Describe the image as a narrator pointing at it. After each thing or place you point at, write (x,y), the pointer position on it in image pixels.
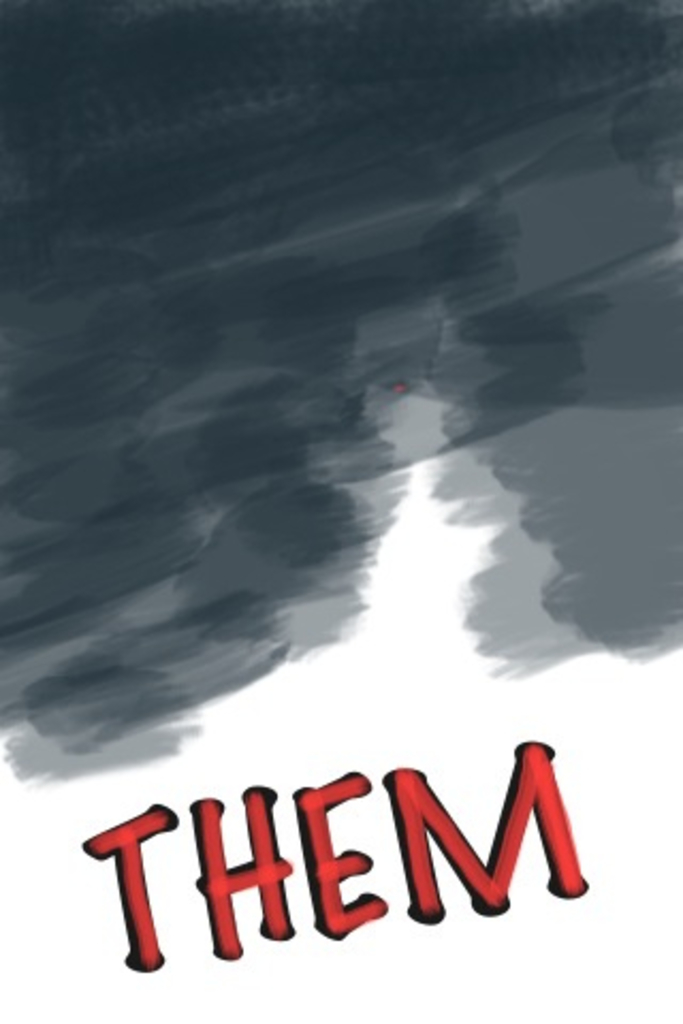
In the foreground of this image (603,611), there is text (499,911) at the bottom (553,886) and the black color shade (268,405) at the top (425,291).
